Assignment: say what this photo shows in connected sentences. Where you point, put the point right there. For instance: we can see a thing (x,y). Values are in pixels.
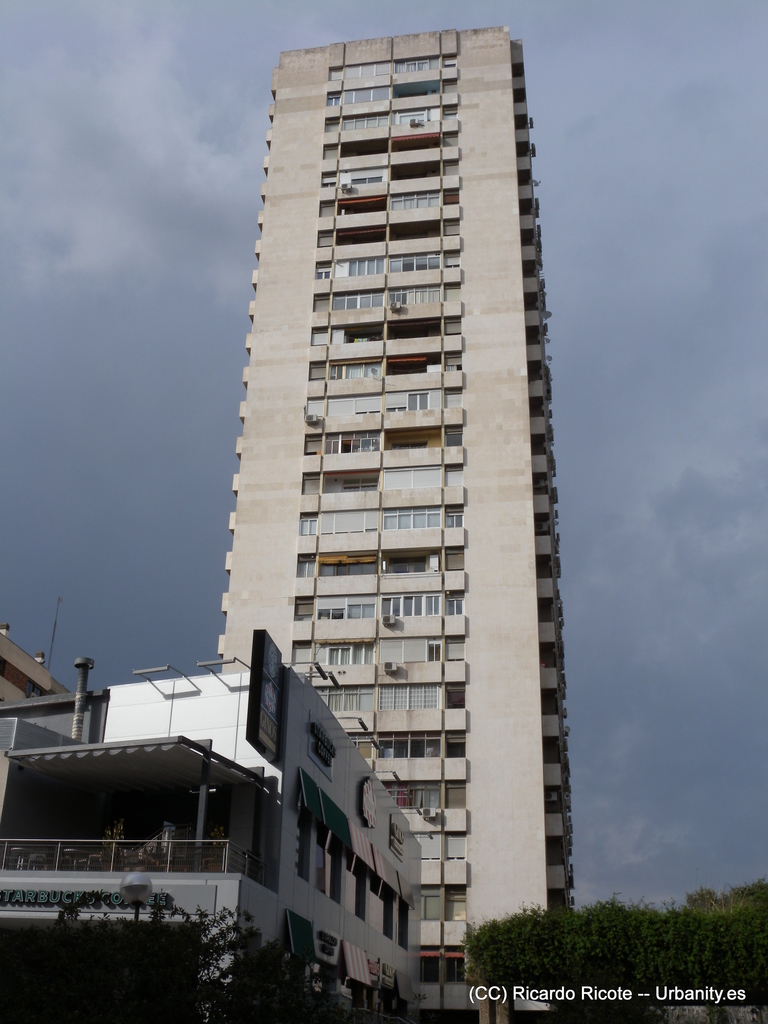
In this image, we can see buildings (332,778) with walls (352,781) and windows (356,900). Here there is a railing (258,878), trees (236,964). Background (602,607) there is a sky (605,649). Right side (516,993) bottom of the image (619,993), we can see a watermark (562,986).
